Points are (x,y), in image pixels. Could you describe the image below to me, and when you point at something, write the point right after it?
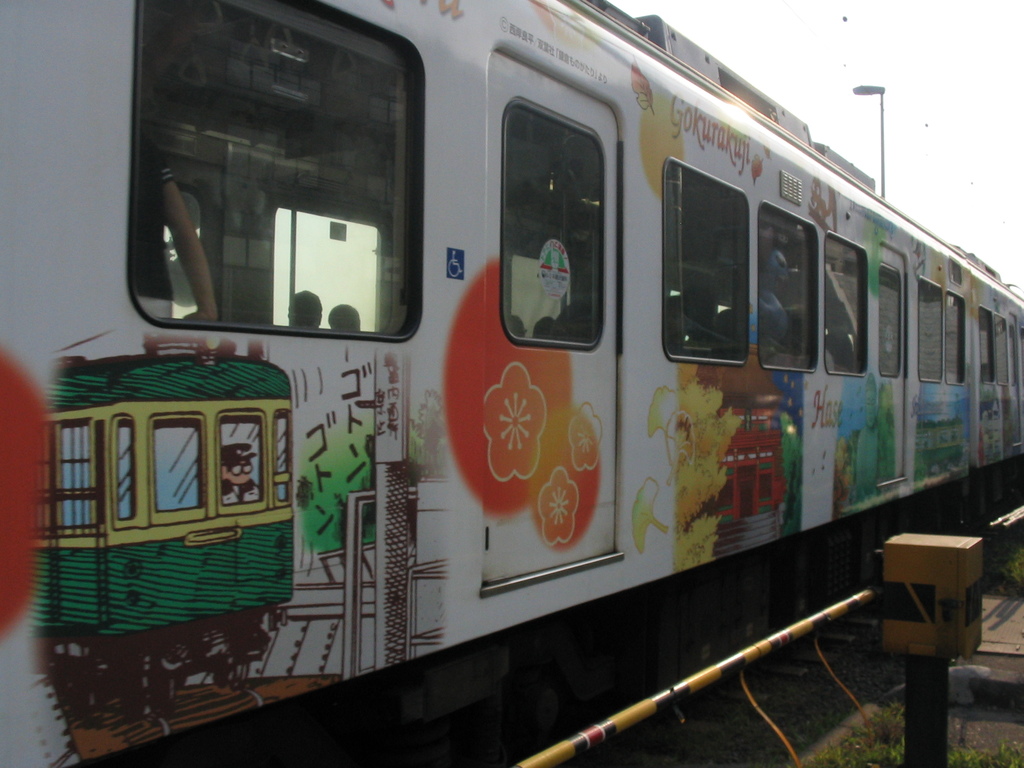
In the center of the image (374,261), we can see a train (495,326) and inside the train (474,271), there are some people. In the background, there are poles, lights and we can see a rod (675,692).
